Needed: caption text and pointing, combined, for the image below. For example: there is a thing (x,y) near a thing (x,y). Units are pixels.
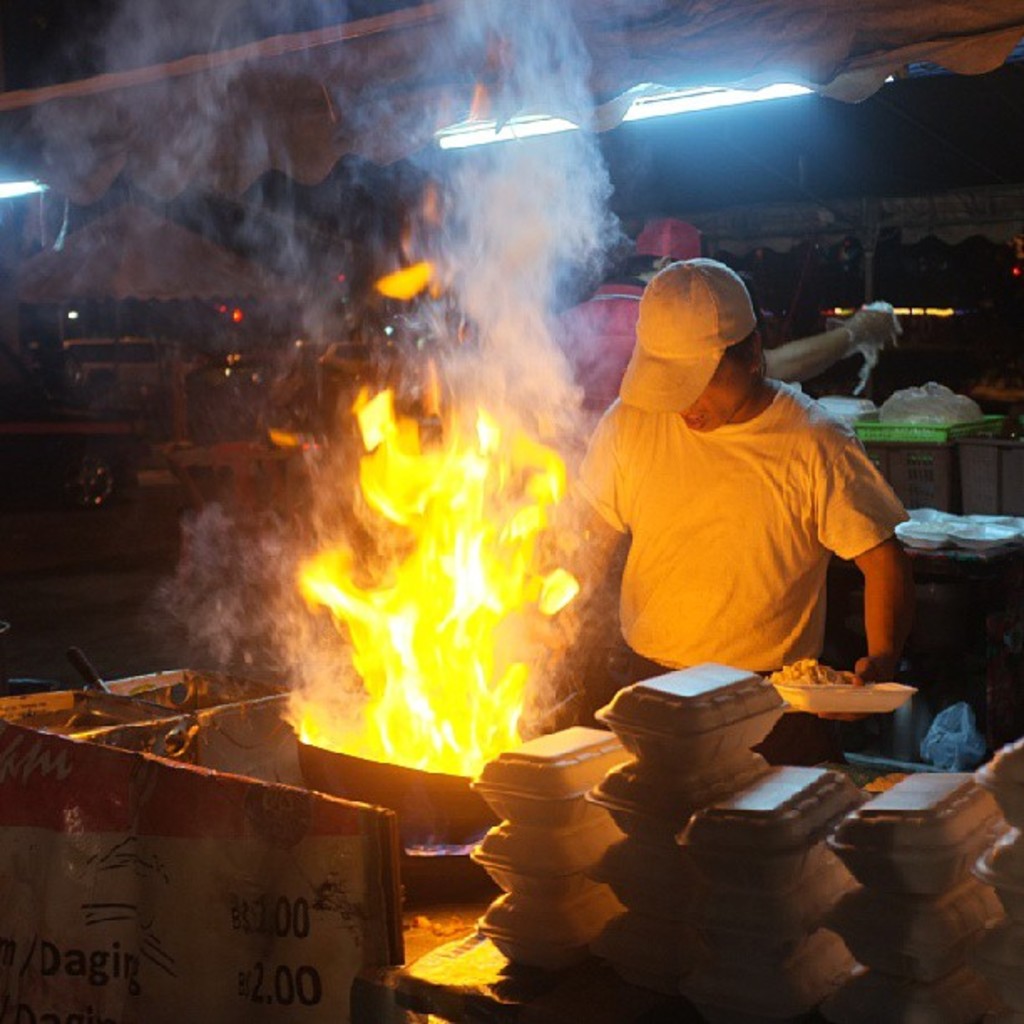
In this image we can see a person (693,421) wearing cap (671,325). He is holding a box (820,688) with some item (804,670). In front of him there is a pan (380,798) with fire (432,634). And there are many boxes (651,864). In the back (689,91) there are lights (16,190). Also there is smoke (452,277). And we can see a person (623,289). And there are some other items (918,452) in the background (901,487).
